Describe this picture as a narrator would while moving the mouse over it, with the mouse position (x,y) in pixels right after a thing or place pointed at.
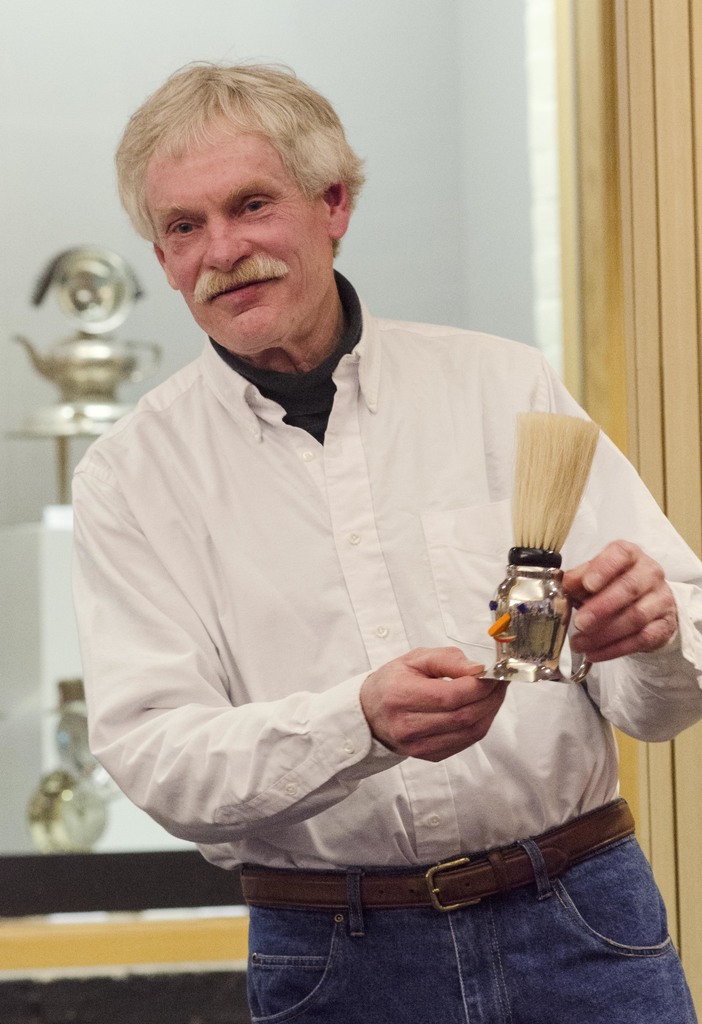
In the foreground (610,859) I can see a man (637,671) is holding a object (547,599) in hand (566,586). In the background (612,409) I can see a door (662,213), wall (178,6) and an equipment (69,738). This image is taken in a room (136,830).
